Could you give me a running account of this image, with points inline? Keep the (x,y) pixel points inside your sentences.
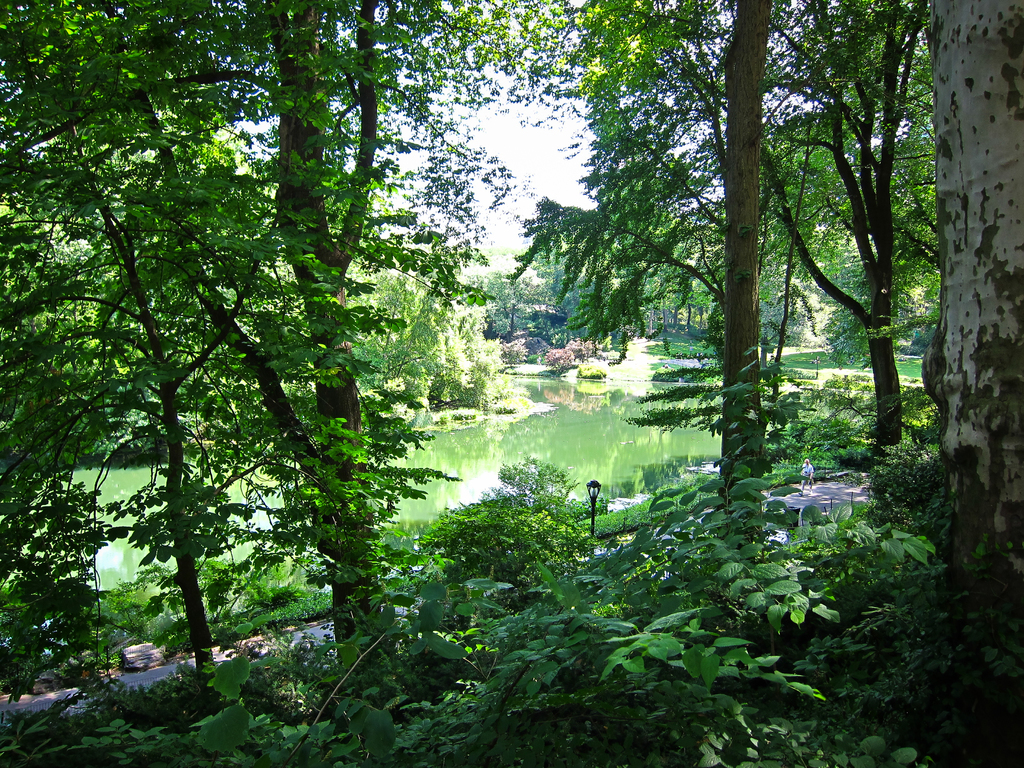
At the bottom of the picture (651,609), we see plants (671,627) and there are many trees (325,398) in the background (622,334). In the middle of the picture (569,428), we see water (537,438) and it might be a pond (571,456). The woman (809,463) in white t-shirt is walking in the garden (548,525).
